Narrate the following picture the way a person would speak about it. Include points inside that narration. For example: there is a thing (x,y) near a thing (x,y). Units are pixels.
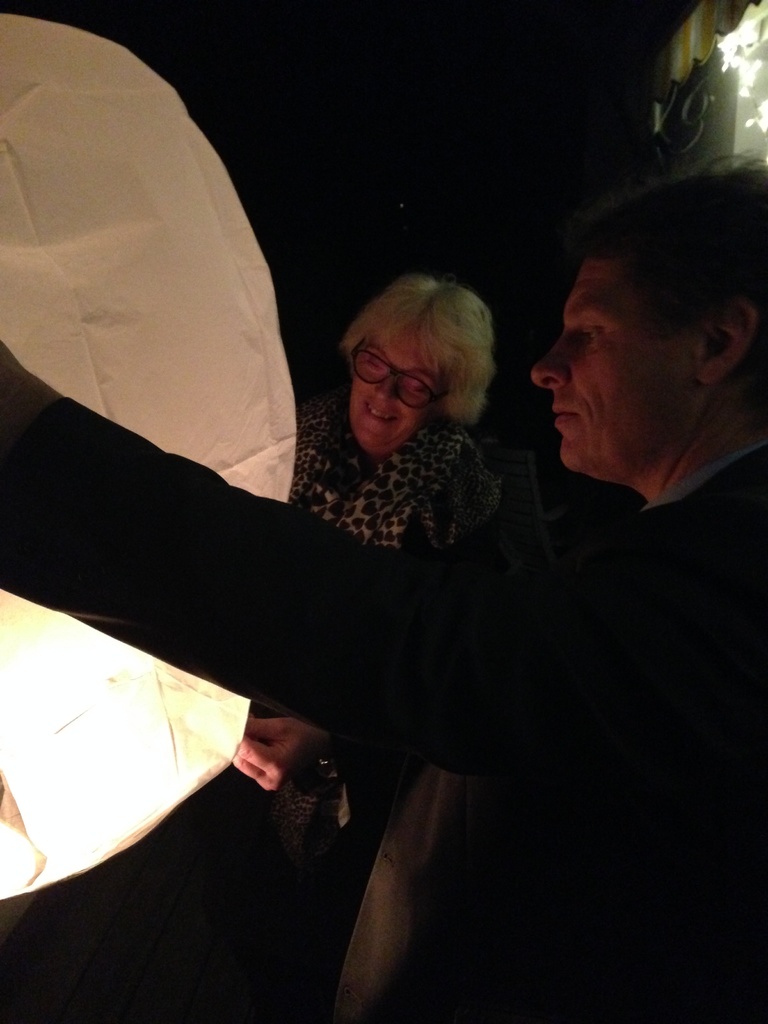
In this picture we can see a man (502,680) and woman (475,401), she wore spectacles (356,364) and she is holding a paper lantern (184,294).
